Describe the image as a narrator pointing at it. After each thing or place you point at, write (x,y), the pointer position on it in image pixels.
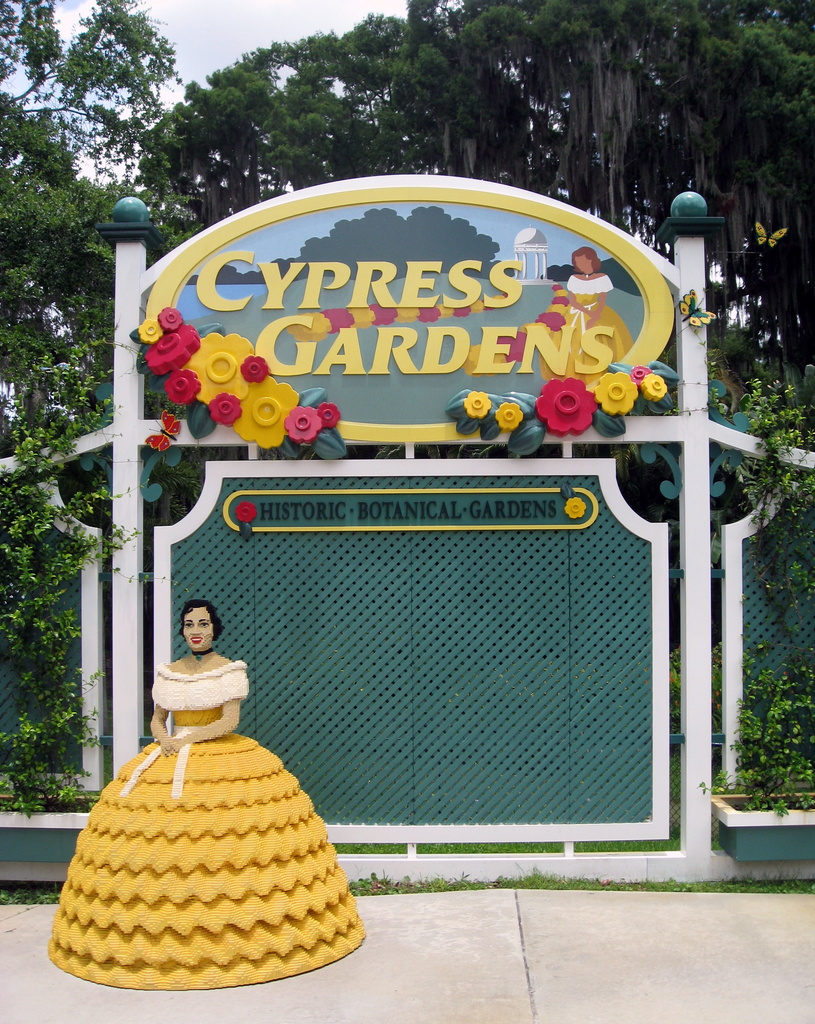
In this image I can see the colorful gate (526,668) and few green trees (641,7). In front (209,898) I can see the yellow and white color toy (214,760). The sky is in white and blue color.
